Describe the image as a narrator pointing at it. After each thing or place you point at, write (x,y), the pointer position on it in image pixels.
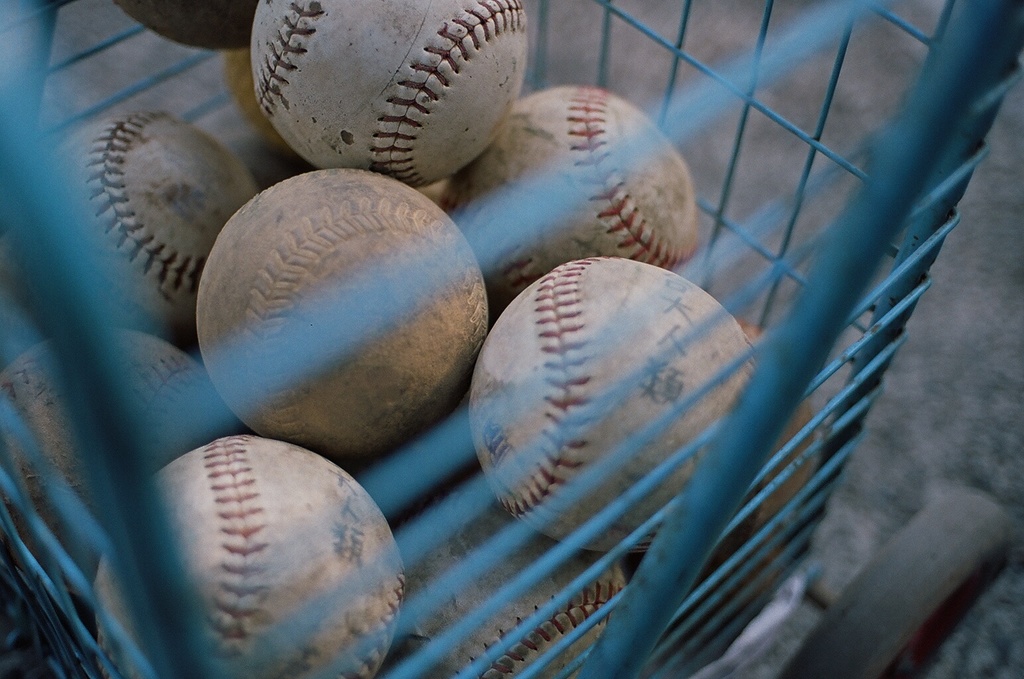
In this image we can see balls (427,221) in a grill trolley (790,526).
